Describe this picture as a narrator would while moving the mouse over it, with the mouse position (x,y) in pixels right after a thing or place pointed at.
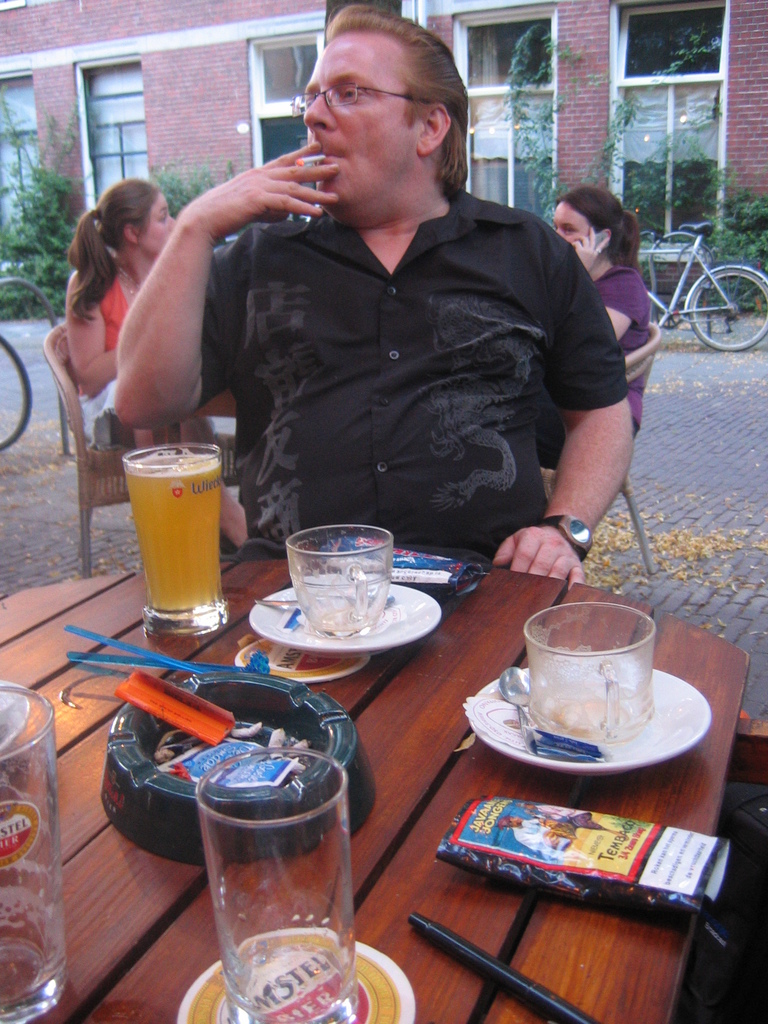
In this image we can see three persons (406,330). A man (450,462) is sitting on a chair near a table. There are many objects (277,755) placed on the table (134,861). A lady (607,291) is sitting on the chair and answering a call behind a person (573,275). There is a building (144,130), few bikes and plants (13,292) in the image.
